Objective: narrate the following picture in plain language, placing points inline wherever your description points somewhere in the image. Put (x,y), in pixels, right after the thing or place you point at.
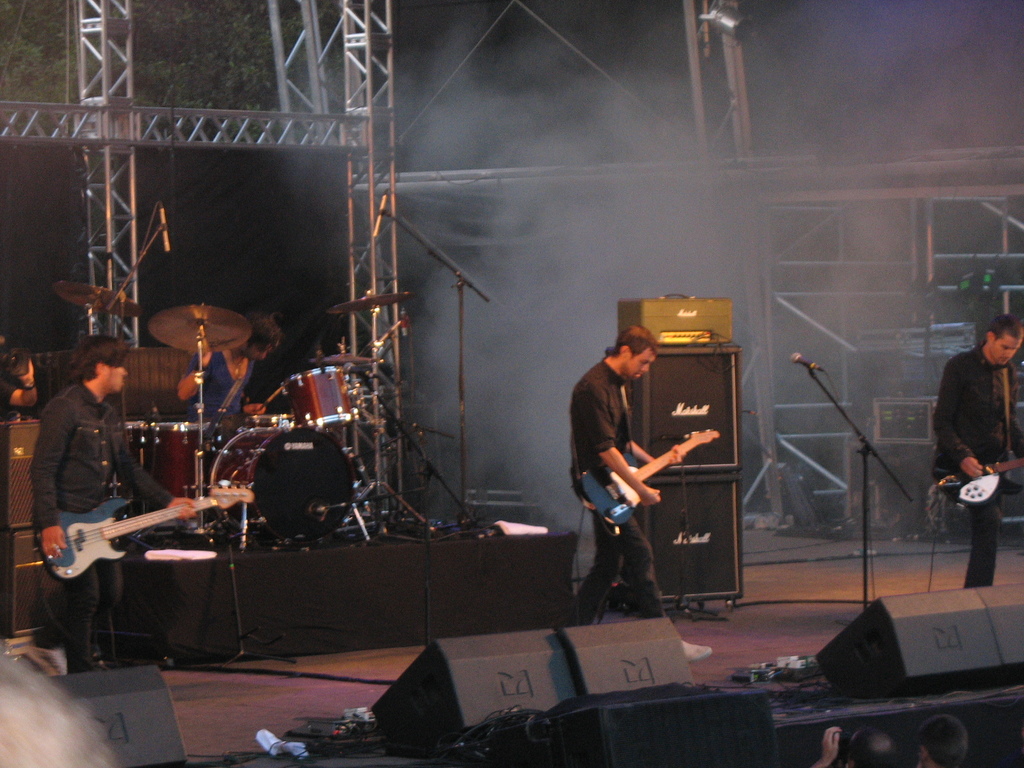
This image looks like it is clicked in a concert. There are few persons (96,462) playing guitars (111,503). At the bottom (586,733), there are speakers (519,685). In the middle (382,446), there is a band setup (329,471). In the background (565,131), there are stands (938,257) and smoke (502,205).
